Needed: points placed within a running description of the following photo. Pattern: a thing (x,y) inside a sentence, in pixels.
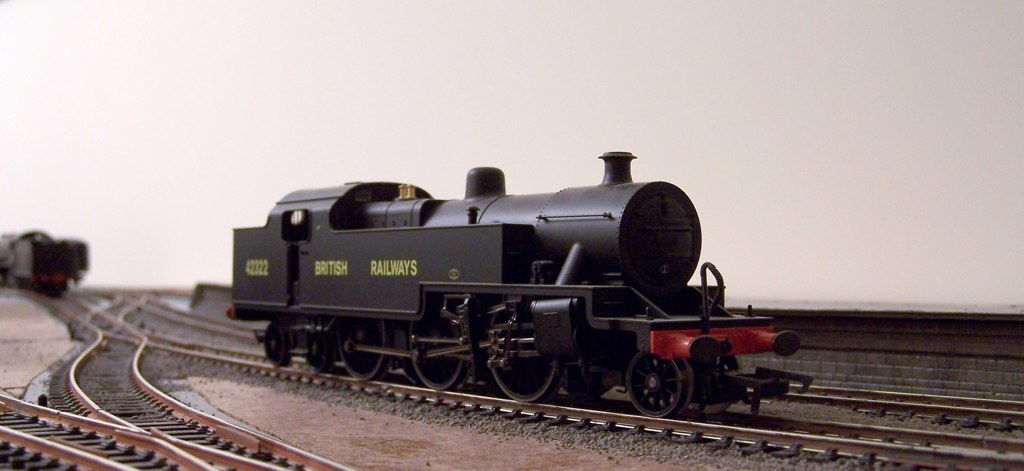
In this picture there is a black color train engine (461,364) which is running on the railway track (452,404). On the left (51,263) I can see another train (51,276) on the railway tracks (97,315). In the background (826,336) I can see the wall (1019,369). At the top (541,35) there is a wall (446,67).
